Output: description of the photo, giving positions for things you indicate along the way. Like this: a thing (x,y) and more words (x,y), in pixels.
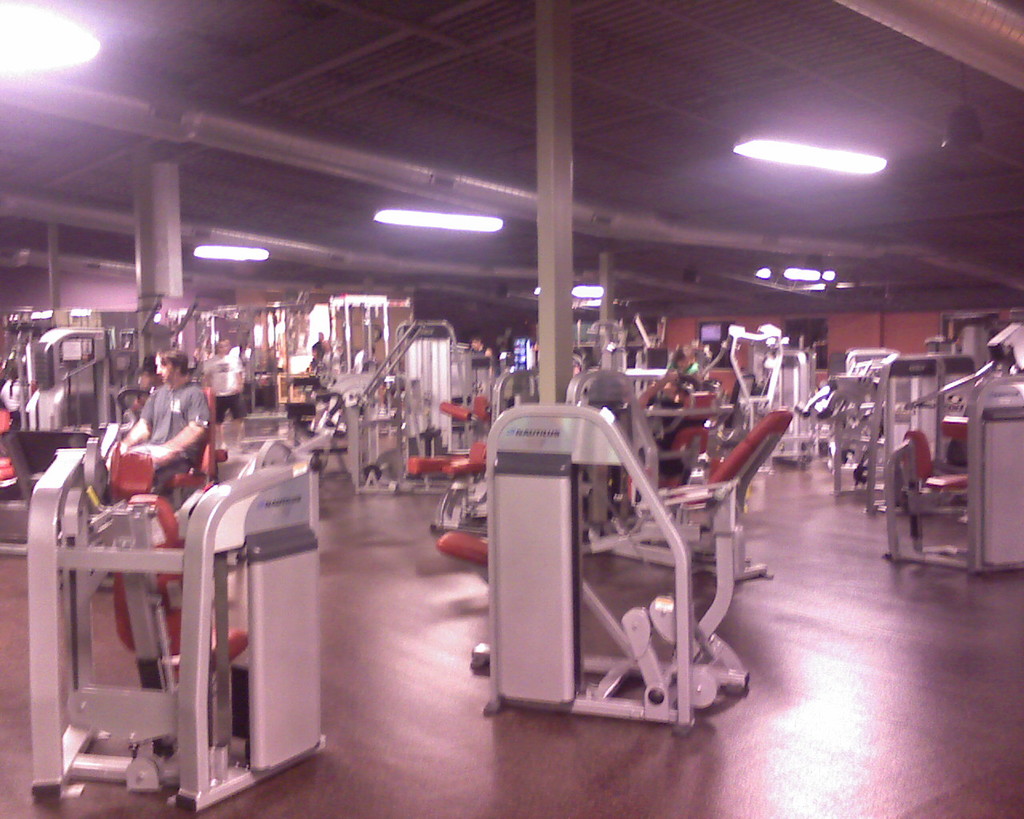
In this image we can see the machines (577,571), chairs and some people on the floor (488,686). We can also see some poles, a wall (895,346) and a roof (521,225) with some ceiling lights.
